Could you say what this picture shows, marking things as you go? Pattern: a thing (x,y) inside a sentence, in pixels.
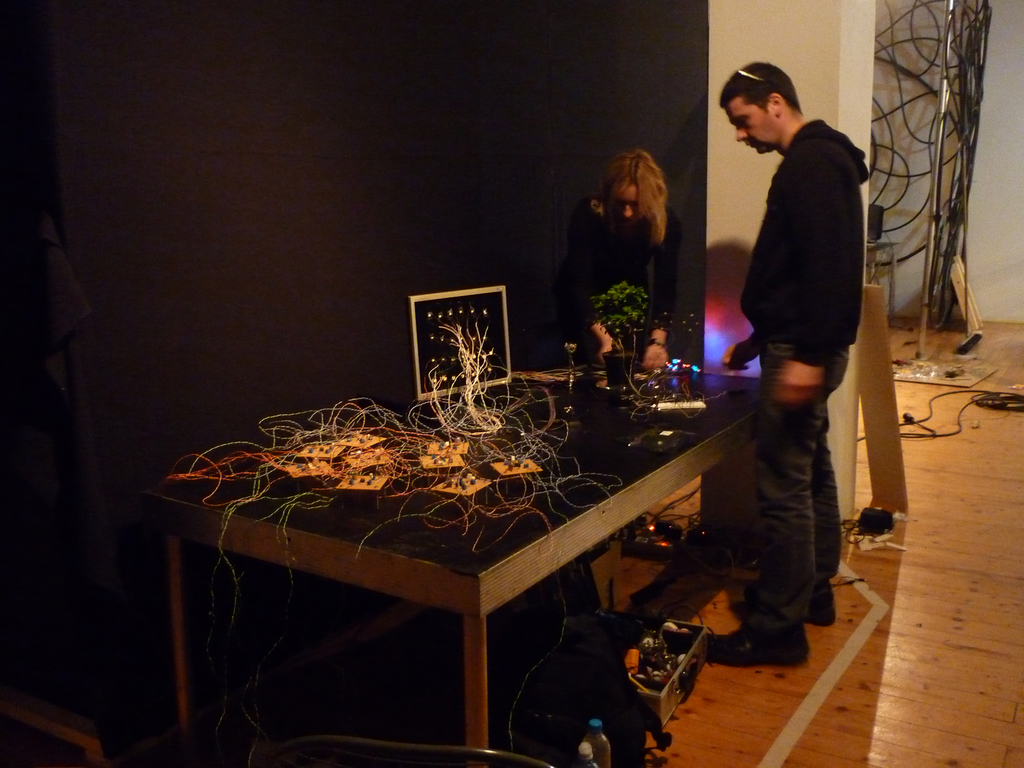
In the image we can see there is a man (786,418) who is standing and there is a woman (606,245) who is standing and she is leaning over the table (446,505) and on table (644,389) there are circuits boards (448,490) kept.
